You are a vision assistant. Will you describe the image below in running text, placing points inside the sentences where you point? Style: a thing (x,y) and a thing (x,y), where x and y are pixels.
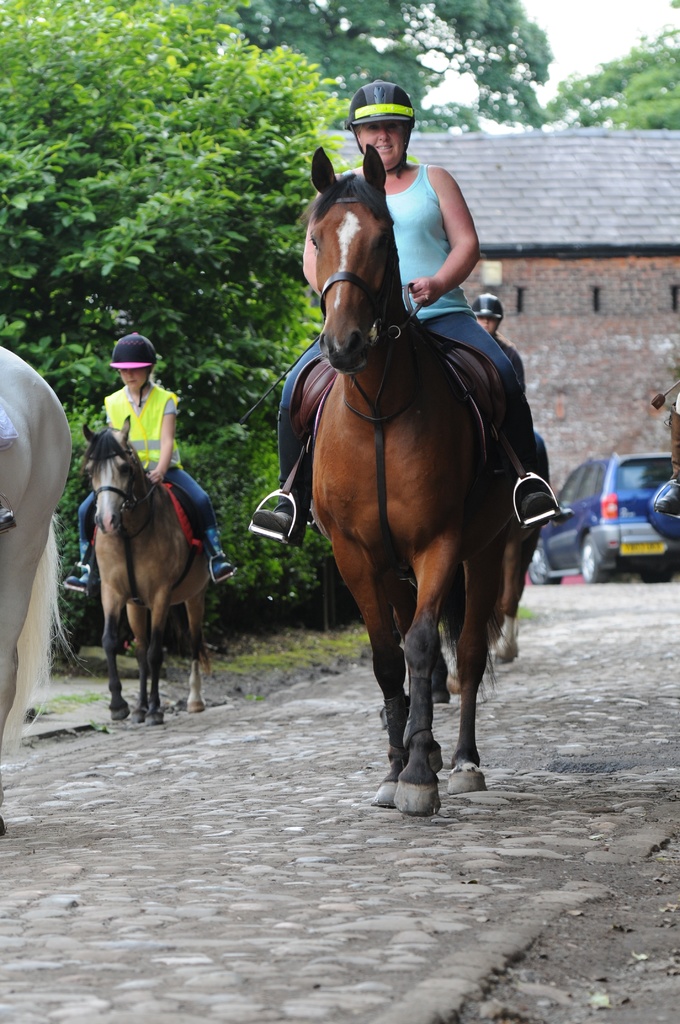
In this image, we can see some horses (359,485) and there are some people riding the horses (390,511), at the right side (605,542) there is a car (589,535) parked, we can see some green trees (164,347) and there is a house (483,207).
